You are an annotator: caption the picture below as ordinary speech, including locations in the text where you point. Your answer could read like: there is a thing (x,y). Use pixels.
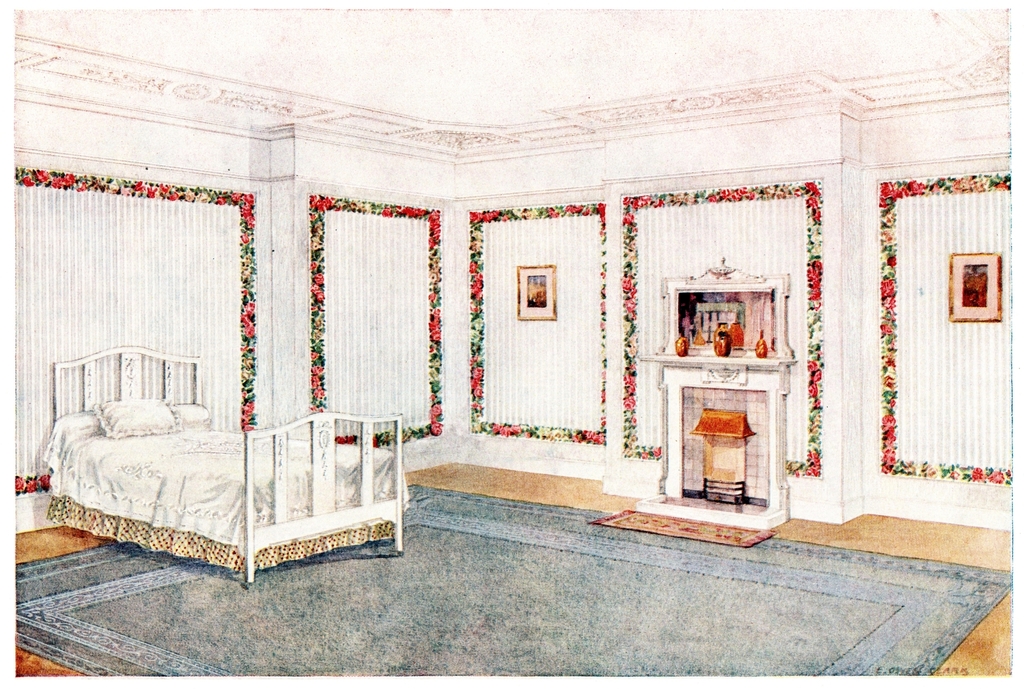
In this image we can see the painting (330,506) of a bed (192,447) with pillows (151,426) and there is a carpet (460,559) on the floor (404,559), there is a decoration (433,240) on the wall (940,327) and there are a few frames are hanging and there is a fireplace (739,394), above that there are a few objects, in front of that there is a mat (703,531). At the top of the image (579,98) there is a ceiling (662,103).
